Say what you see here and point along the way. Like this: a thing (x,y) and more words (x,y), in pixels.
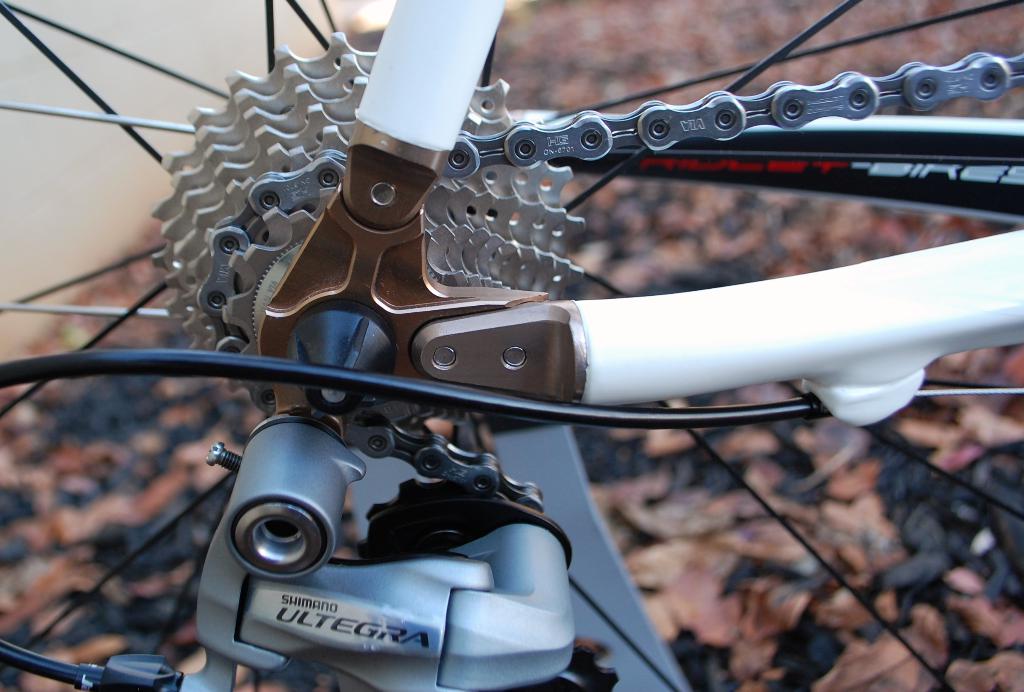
In this image there are spokes (112,112), chain (580,141) and metal rod (846,313).
